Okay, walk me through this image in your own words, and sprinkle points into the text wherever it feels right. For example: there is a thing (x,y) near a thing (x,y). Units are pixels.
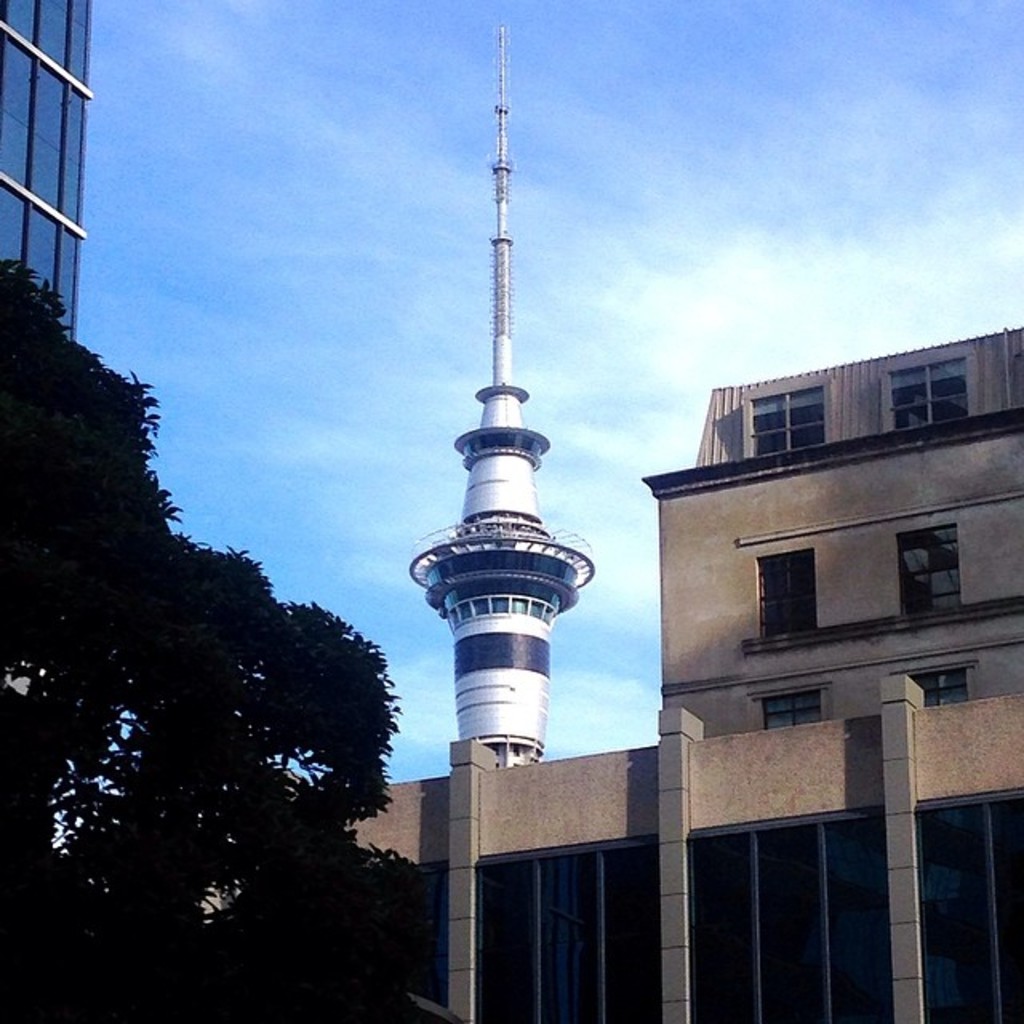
On the left side (86,465), there are trees (92,911) and there is a building (3,172) which is having glass windows (1,77). On the right side (1007,820), there are buildings (950,557) which are having windows (492,965) and there is a tower (530,719). In the background (530,291), there are clouds (896,198) in the blue sky (209,192).
